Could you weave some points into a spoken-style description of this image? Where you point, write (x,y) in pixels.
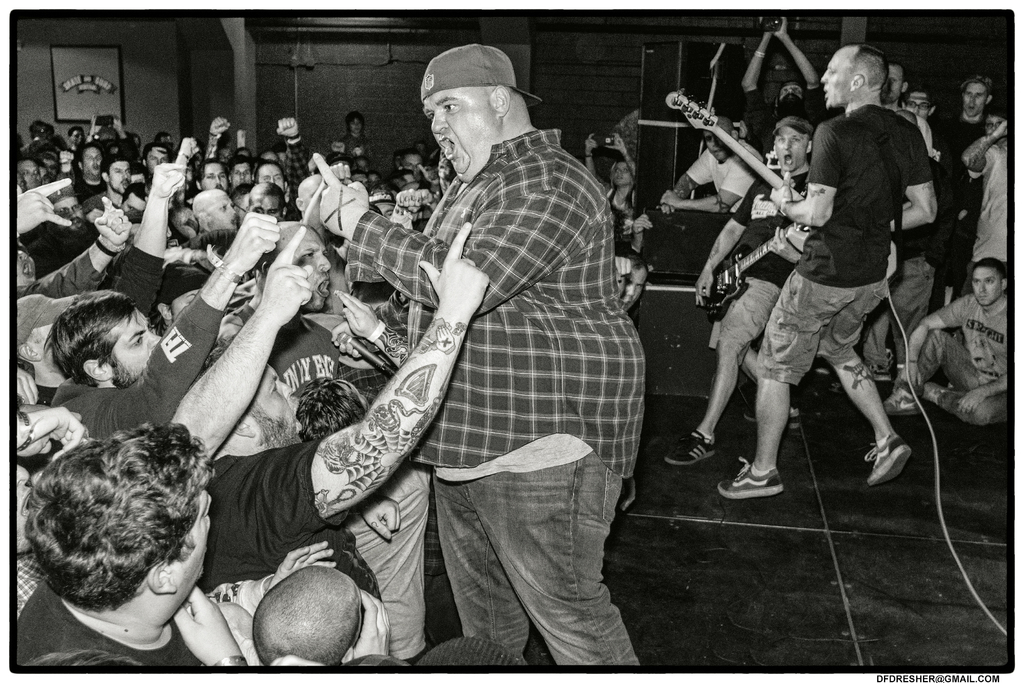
This image is taken inside a room (837,468). There are many people (458,503) in this room (679,531). In the middle of the image (503,411) a man (466,583) is standing and shouting. In the left side of the image (134,147) there are few people (151,320). In the right side of the image (920,189) there is a man (768,488) standing and holding a guitar (787,198). At the background (104,76) there is a wall (153,78) and a frame (90,81) in it.
